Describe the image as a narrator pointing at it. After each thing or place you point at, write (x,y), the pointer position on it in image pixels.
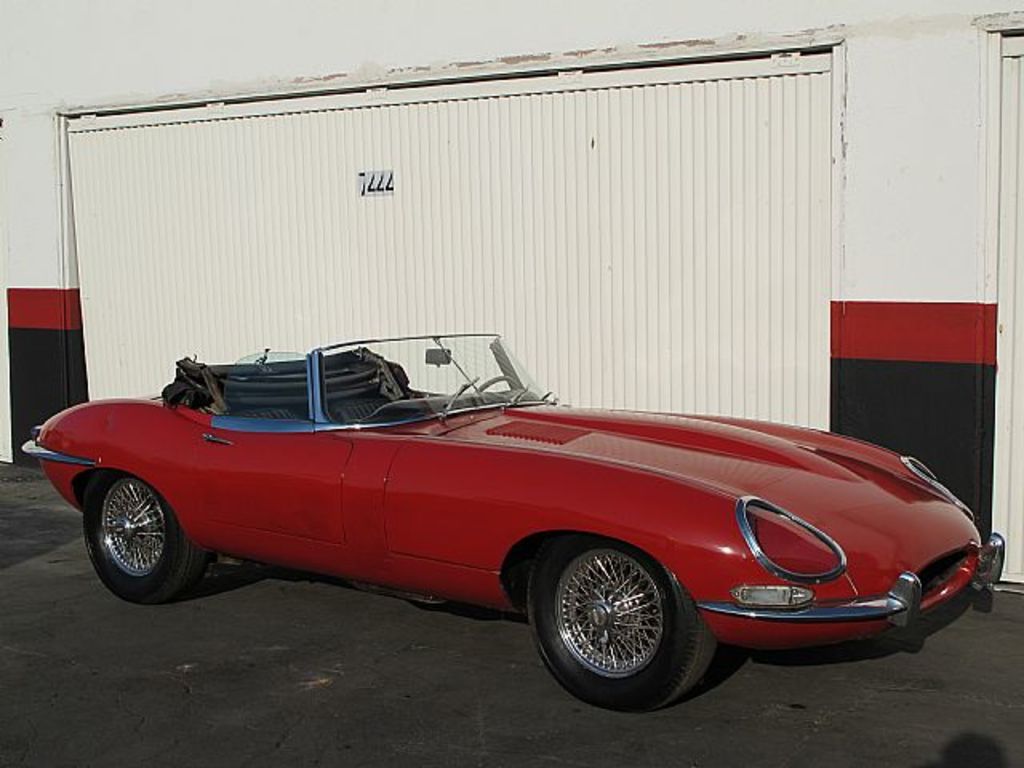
Here there is a red color car (302,525) on the road (11,702). In the background (287,269) there is a wall (217,49) and shutter (457,249).
